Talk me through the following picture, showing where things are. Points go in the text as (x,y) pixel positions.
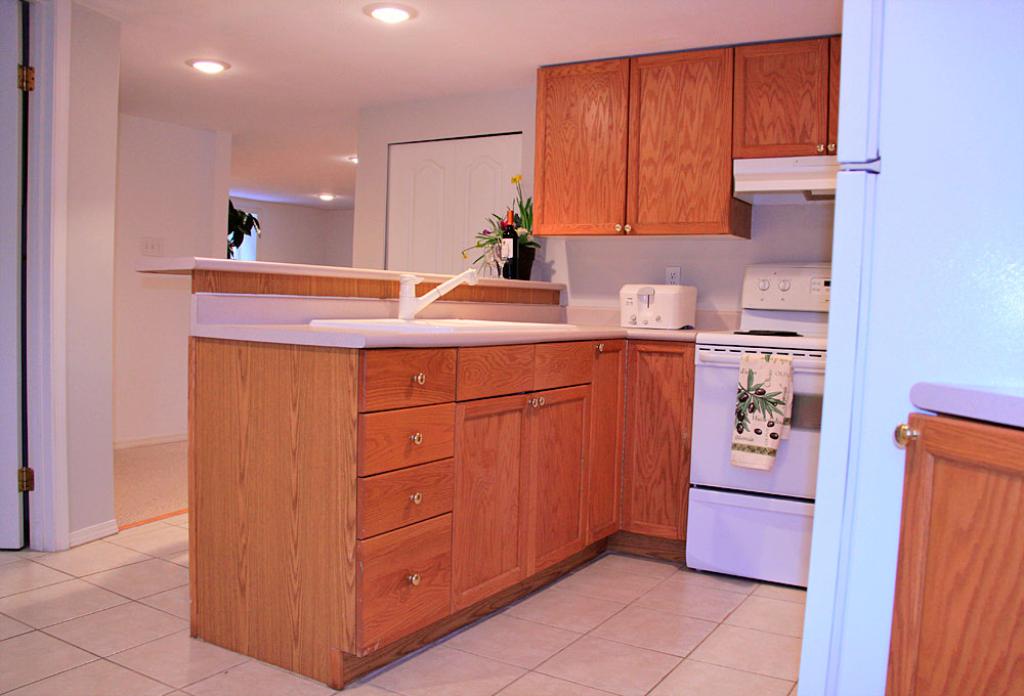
In this image there is a kitchen cabinet (445,313) having a sink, tap (443,291), machine (621,319), bottle (513,265), flower vase (502,228) on it. Few cupboards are attached to the wall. Few lights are attached to the roof (468,49). Background (186,208) there is a wall (138,318) having a door (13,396).
